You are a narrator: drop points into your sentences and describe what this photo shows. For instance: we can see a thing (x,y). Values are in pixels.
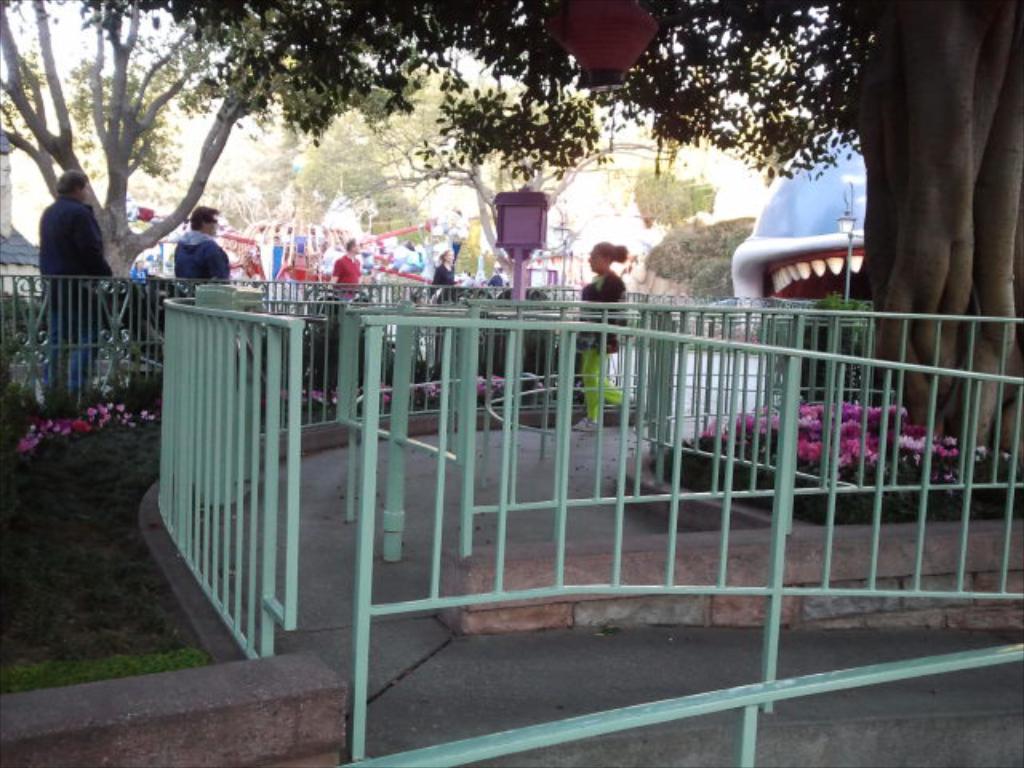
In this image in the center (488,412) there is a fence (290,410), and some people (215,243) are walking. In the background (491,239) there are some trees (383,219), poles (522,243) and some objects (303,266). On the right side (967,143) and left side (80,90) there are some trees (942,114), at the bottom (153,612) there is grass (108,440), plants (869,482) and some flowers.
